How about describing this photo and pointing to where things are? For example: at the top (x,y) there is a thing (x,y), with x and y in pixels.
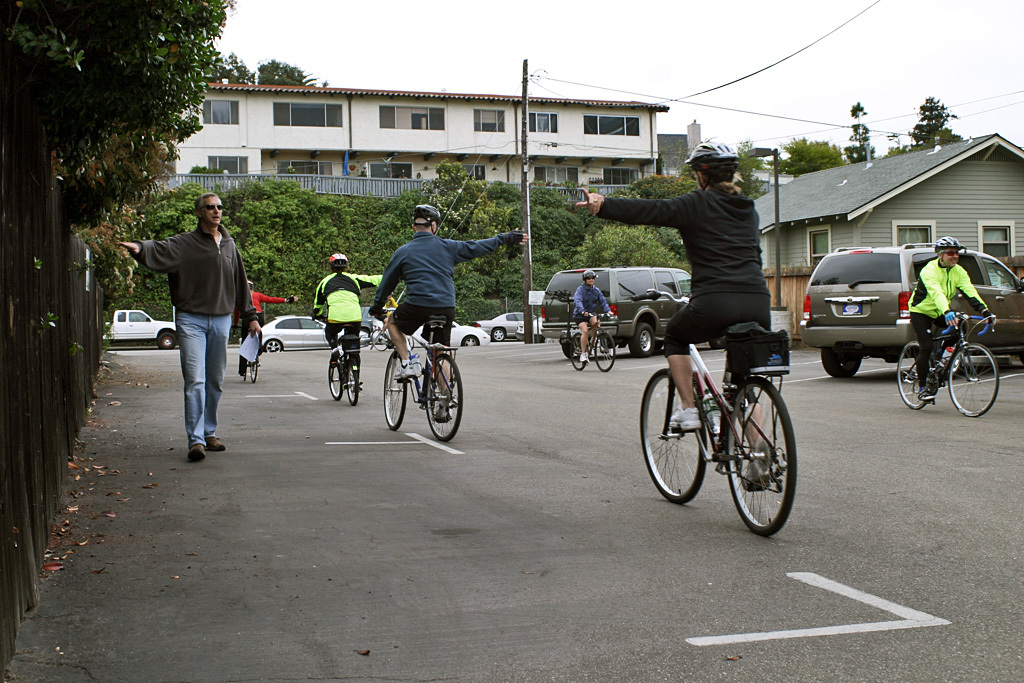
In this image, we can see vehicles (632,276) on the road (563,378) and there are people (237,290) and some are riding bicycles (690,349) and wearing helmets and there is a person (248,327) holding a paper (257,344). In the background (339,128), there are buildings (430,114), trees (128,179), poles (752,156) along with wires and we can see a fence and there are boards (536,293). At the top (482,55), there is sky (482,55).
